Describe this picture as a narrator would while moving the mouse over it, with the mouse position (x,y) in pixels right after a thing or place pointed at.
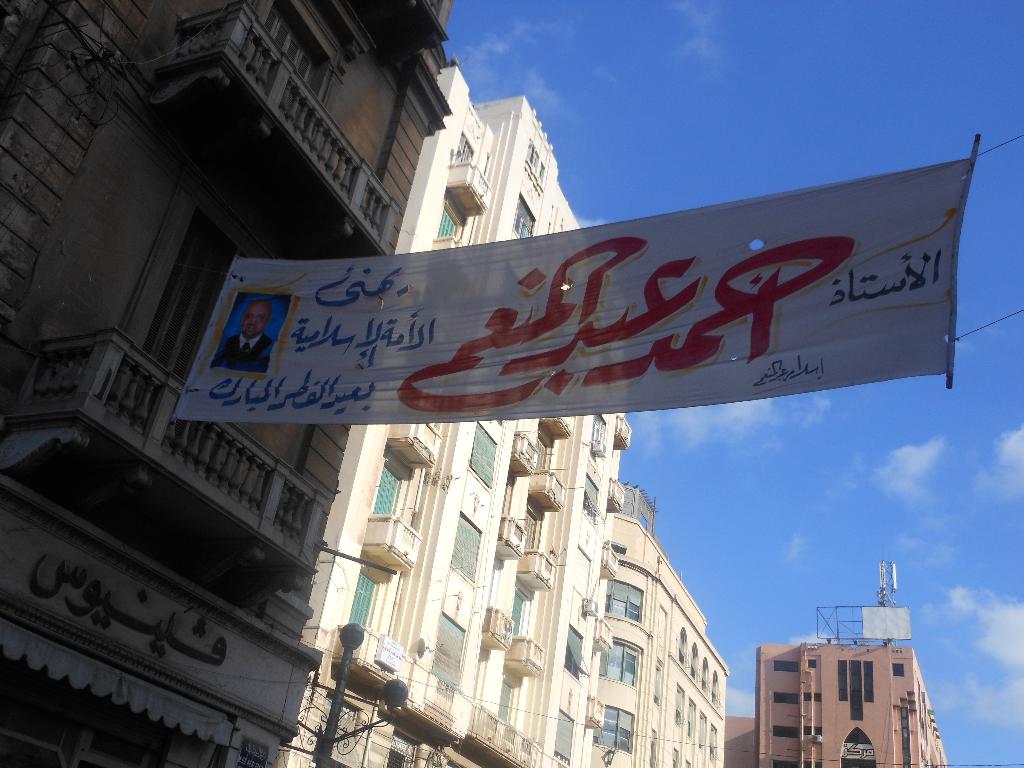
In the center of the image (445,408) we can see buildings (457,450), banner (337,399), windows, tower (895,570) are there. At the top of the image (745,112) clouds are present in the sky (759,50). At the bottom of the image (346,676) an electric light pole (334,731) is there.
